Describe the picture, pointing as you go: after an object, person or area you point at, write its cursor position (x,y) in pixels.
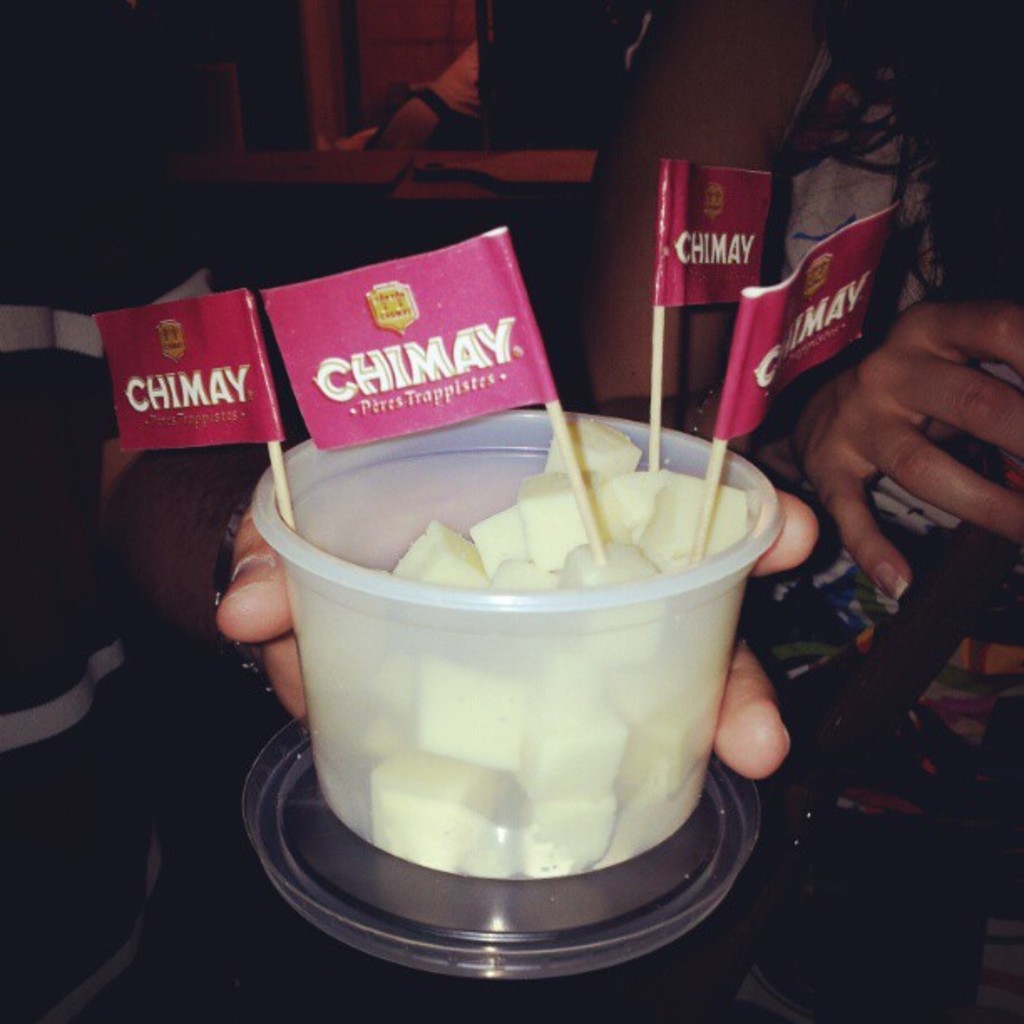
In this image we can a person (110,744) holding a cup (622,701) containing food (598,629) and some flags (384,430). On the right side of the image (748,454) we can see a woman (905,376).
